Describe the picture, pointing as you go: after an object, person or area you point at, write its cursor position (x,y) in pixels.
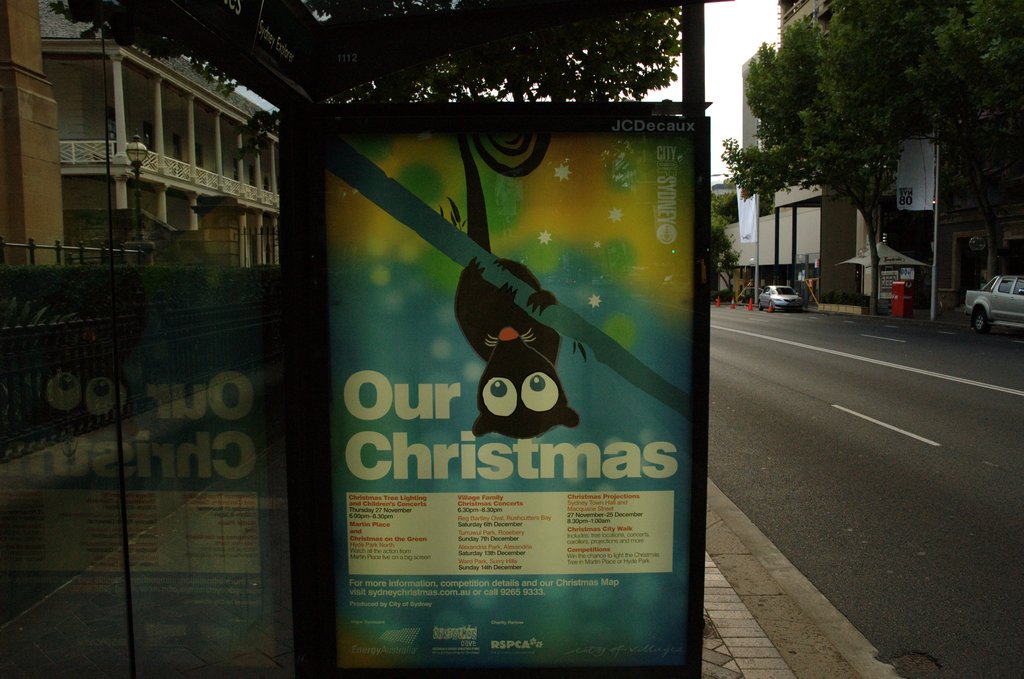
In this image we can see a banner board (444,445). Left side of the image (188,363) glass (156,492) is there and in glass (159,242) building reflection (174,156) is present. Right side of the image (835,393) road (821,370) is present and cars (793,297) are there on the road (807,325). Behind the car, buildings (829,221) and trees (875,181) are present.
